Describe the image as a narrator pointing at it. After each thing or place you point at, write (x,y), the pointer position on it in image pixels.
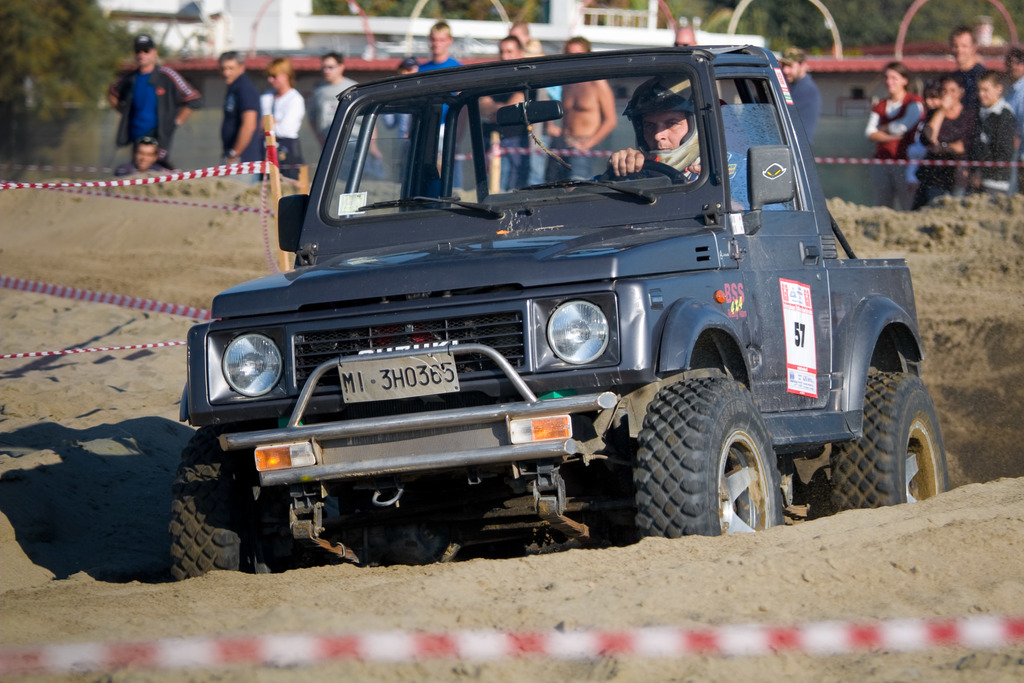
In this picture there is a jeep (330,189) in the center of the image (388,287) and there are people (514,98) at the top side of the image (985,169), there are trees (21,49) in the top left side of the image (80,66).
